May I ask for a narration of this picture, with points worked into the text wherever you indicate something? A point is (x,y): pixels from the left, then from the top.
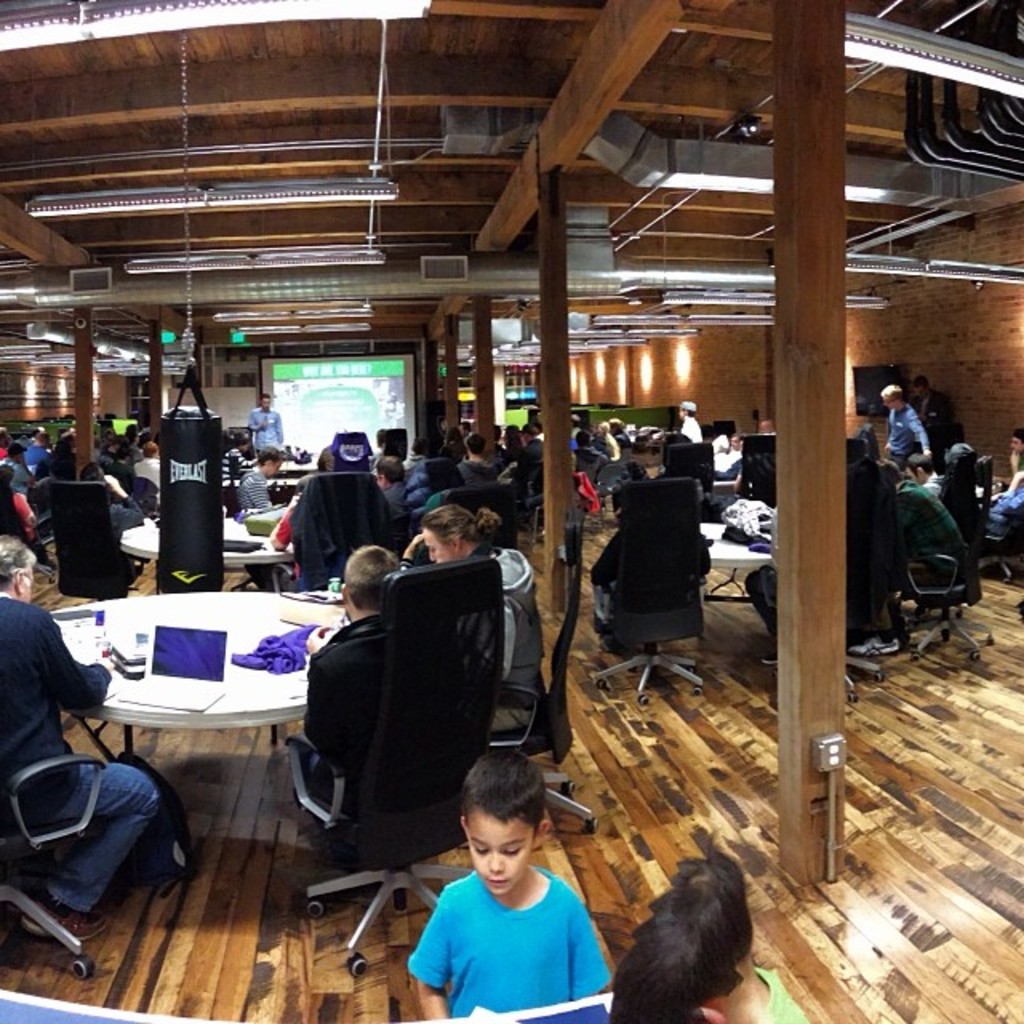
People (532,473) are sitting in groups (509,558) at tables (178,600) and listening to a man (270,412) who is presenting with a screen (311,409) behind him.
